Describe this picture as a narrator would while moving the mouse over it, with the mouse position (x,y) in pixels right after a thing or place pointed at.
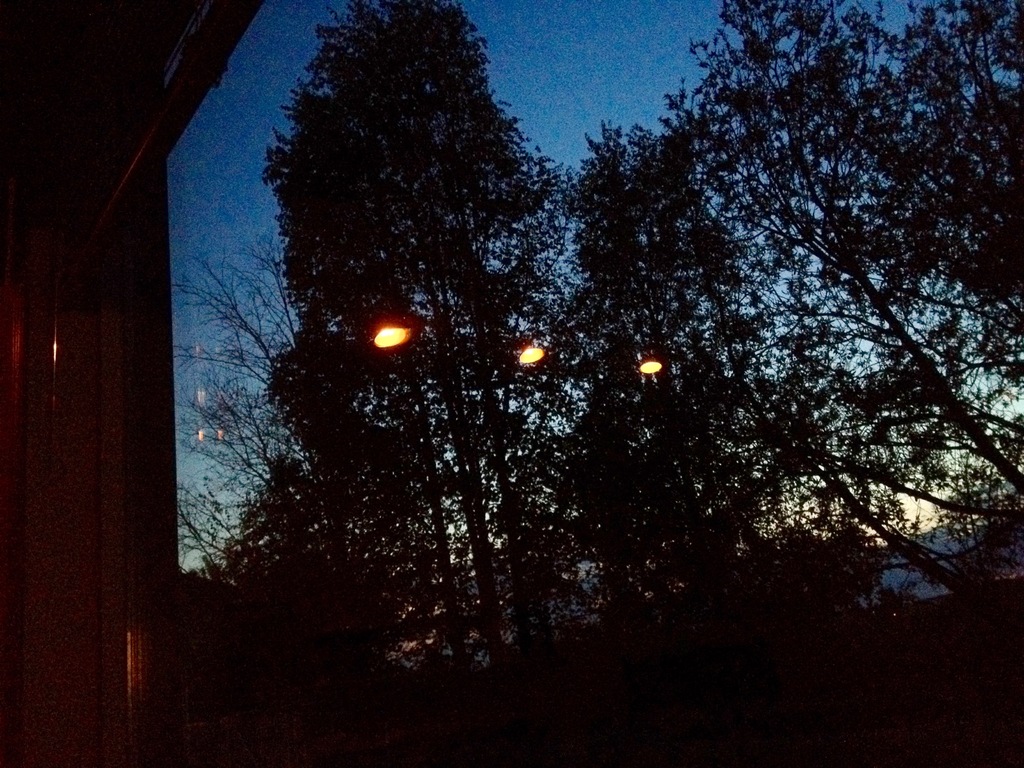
In the center of the image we can see the reflection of the lights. On the left side of the image (109,327) we can see the wall (146,427) and glass window (263,379). Through glass window (271,733) we can see the trees (730,387), sky (627,86).
